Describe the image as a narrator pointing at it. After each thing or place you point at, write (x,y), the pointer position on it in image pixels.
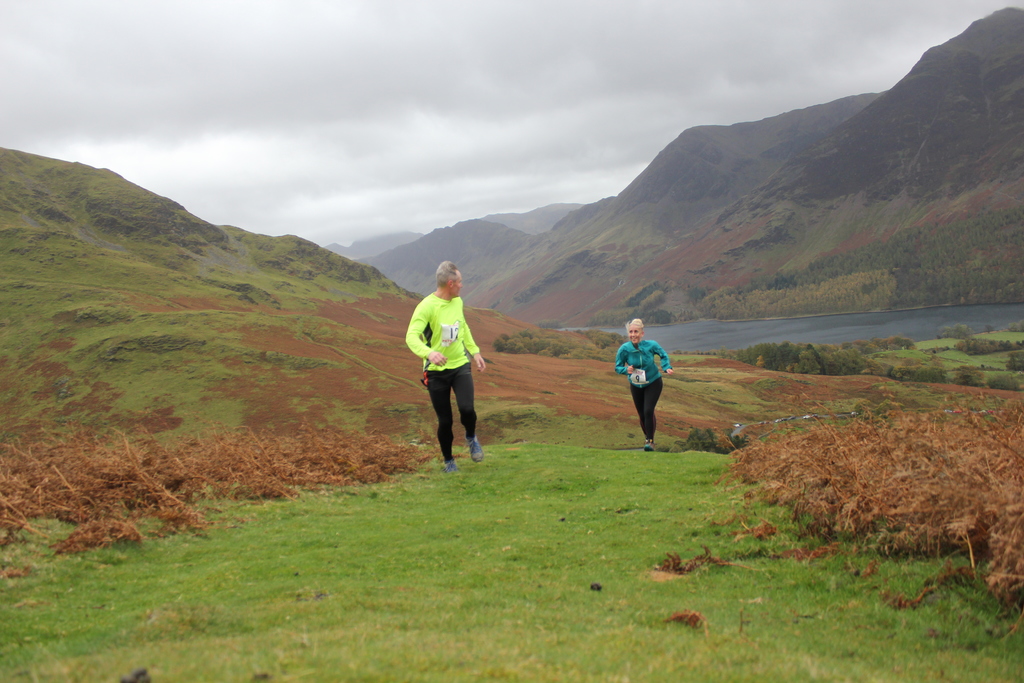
In the picture we can see a man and woman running on the grass surface (471,541), man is wearing a green T-shirt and woman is wearing a blue T-shirt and besides to them, we can see a hill (28,269) with grass (297,258) on it and behind them also we can see water (772,322), hills (634,311) and sky (535,126) with clouds (530,141).
